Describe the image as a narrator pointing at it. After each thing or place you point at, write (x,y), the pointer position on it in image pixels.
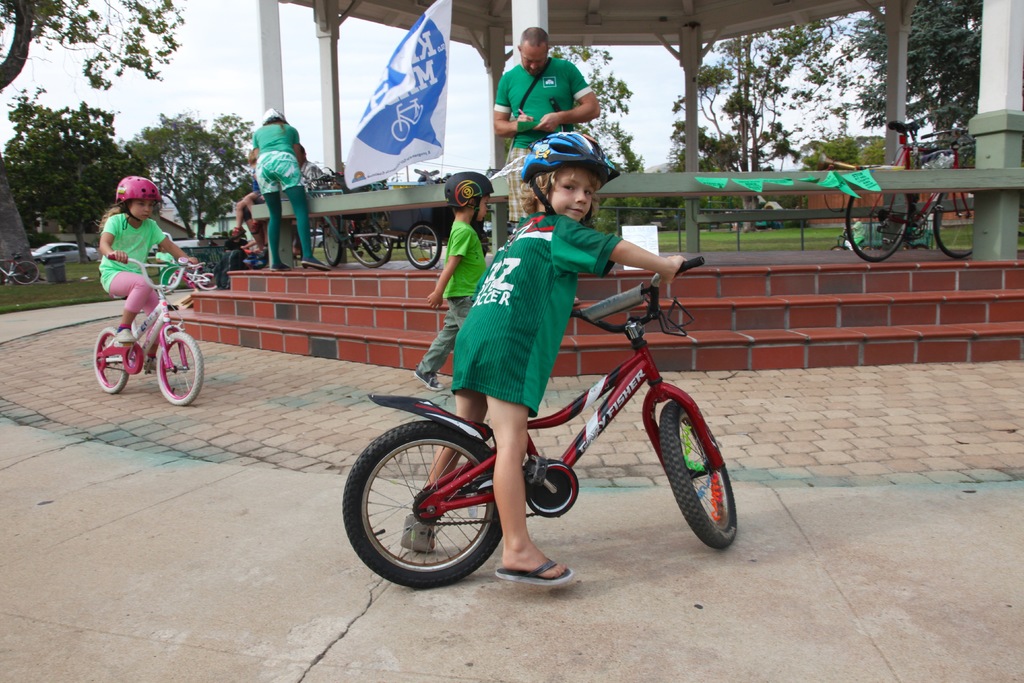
In the picture we can see two girls (537,319) riding a bicycle (644,380) and one girl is standing on the steps (802,268) and one girl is walking and one man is also standing on steps (794,278), background (91,75) we can see trees (973,95), sky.
